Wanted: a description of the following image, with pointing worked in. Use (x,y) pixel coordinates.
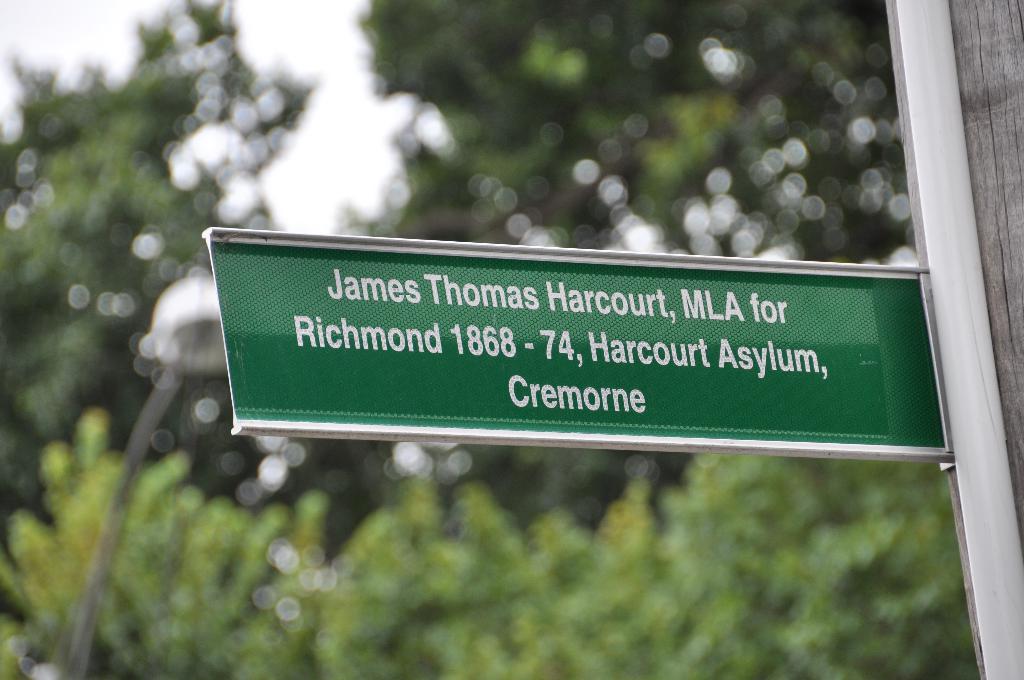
In the image there is some address board (638,387) attached to a pole (937,315) and the background of the board (495,284) is blurry.
